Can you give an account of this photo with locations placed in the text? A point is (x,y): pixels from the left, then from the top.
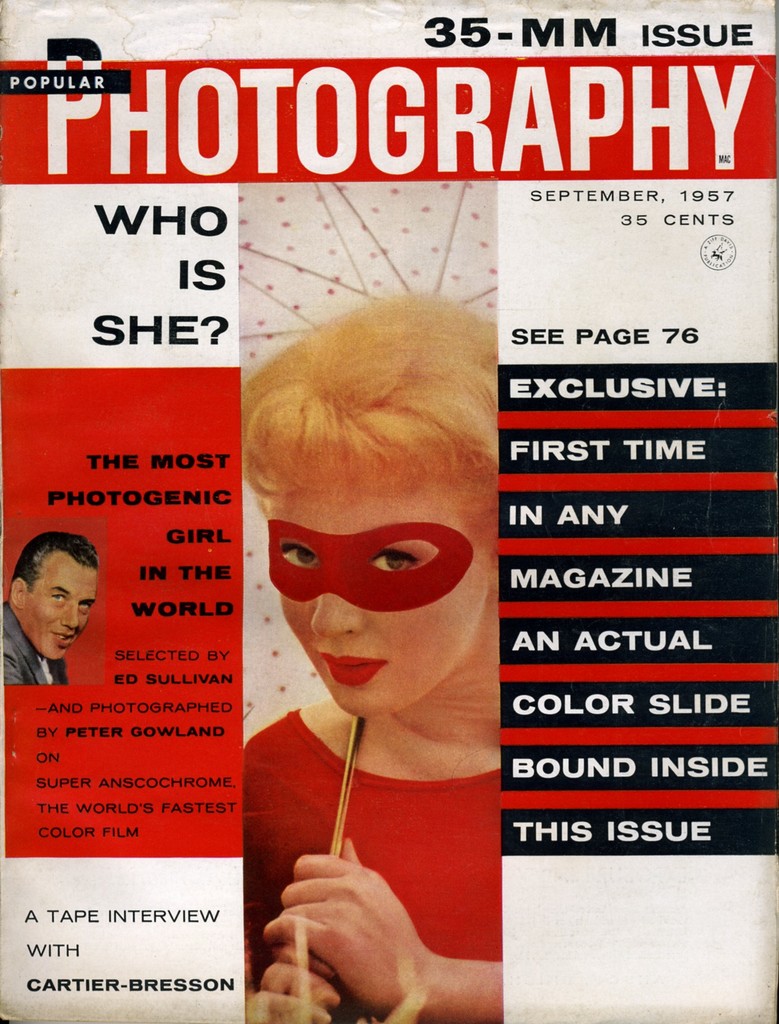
In the image there is a poster (406,353). On the poster (364,489) there is an image (322,428) of a lady (367,507) with mask (387,573) and she is holding an umbrella (375,191) in the hand (350,898). And also there is a photo (65,599) of a man (55,563). There is something written on the poster (403,319).
